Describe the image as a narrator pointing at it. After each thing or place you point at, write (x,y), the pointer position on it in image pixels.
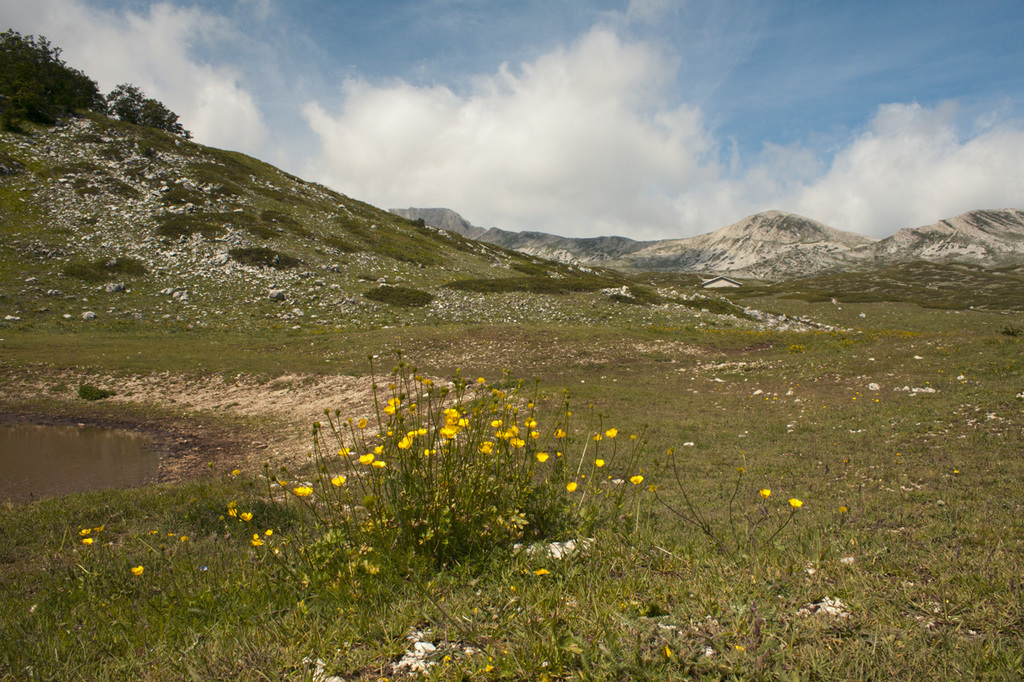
In the picture I can see flower plants (458,500), the water (124,448), the grass (571,530) and trees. These flowers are yellow in color. In the background (637,271) I can see mountains (737,267) and the sky (517,140).
